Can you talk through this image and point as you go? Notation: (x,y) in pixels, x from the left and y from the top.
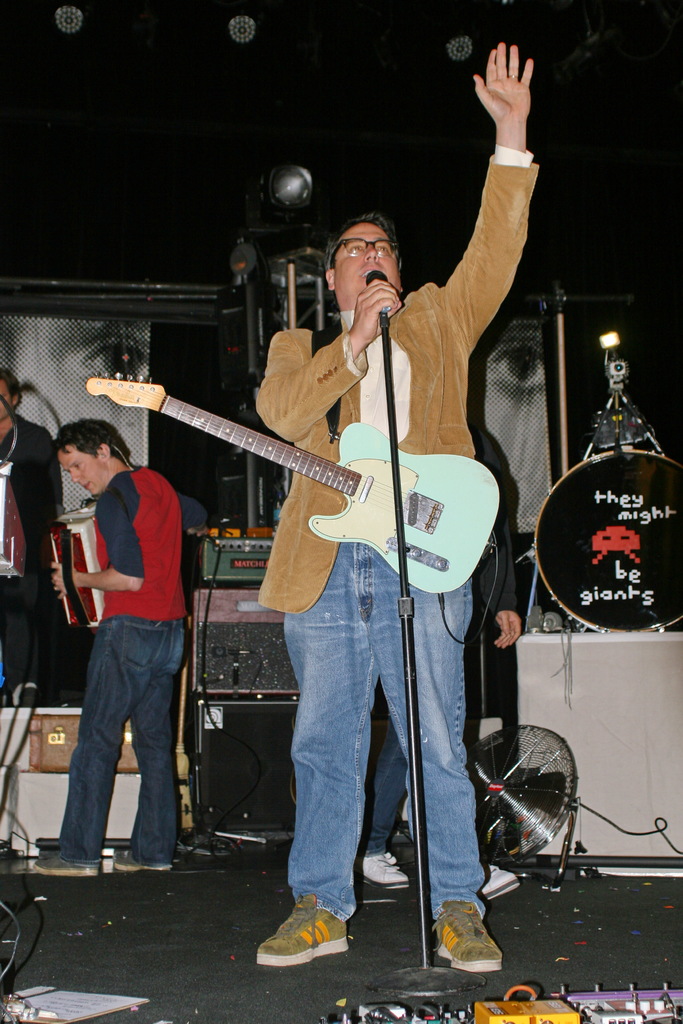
This image consist of three men (301,905). It is clicked in a concert. In the front (343,268), the man (360,546) is wearing brown jacket (427,344) and singing in a mic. To the left (65,580), the two men (34,462) are playing musical instruments (10,517). To the right (616,584), there is a band setup (602,619). At the top (285,205) there are lights (274,209).
